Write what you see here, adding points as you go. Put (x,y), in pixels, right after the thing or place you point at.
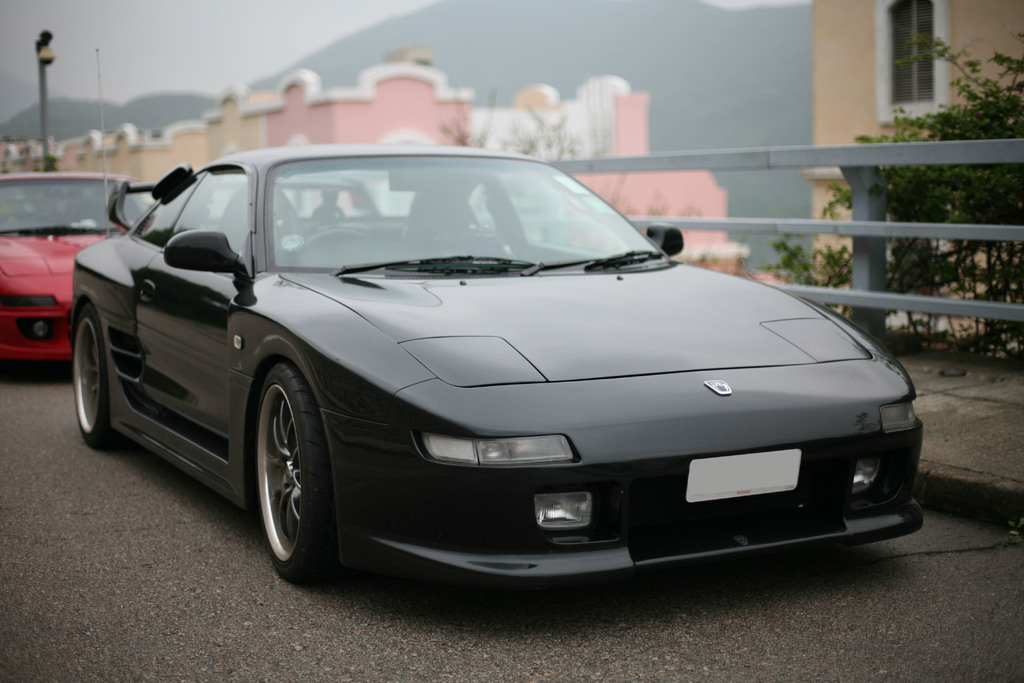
In this image I can see two cars (410,362) which are black and red in color on the road (199,519). I can see few trees (915,218), few buildings (397,119) and a pole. In the background (23,15) I can see few mountains (168,123) and the sky (173,51).
